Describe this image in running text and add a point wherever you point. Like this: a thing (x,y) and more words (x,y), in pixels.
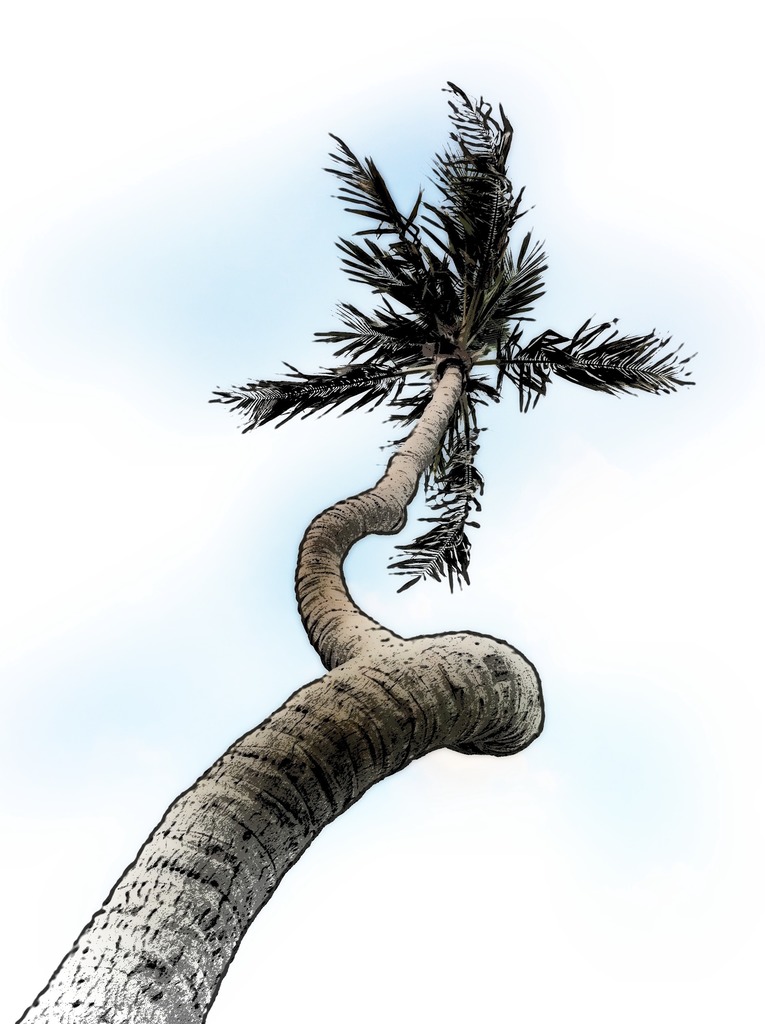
As we can see in the image there is drawing of a tree (388,487) and there is a sky (155,63).
